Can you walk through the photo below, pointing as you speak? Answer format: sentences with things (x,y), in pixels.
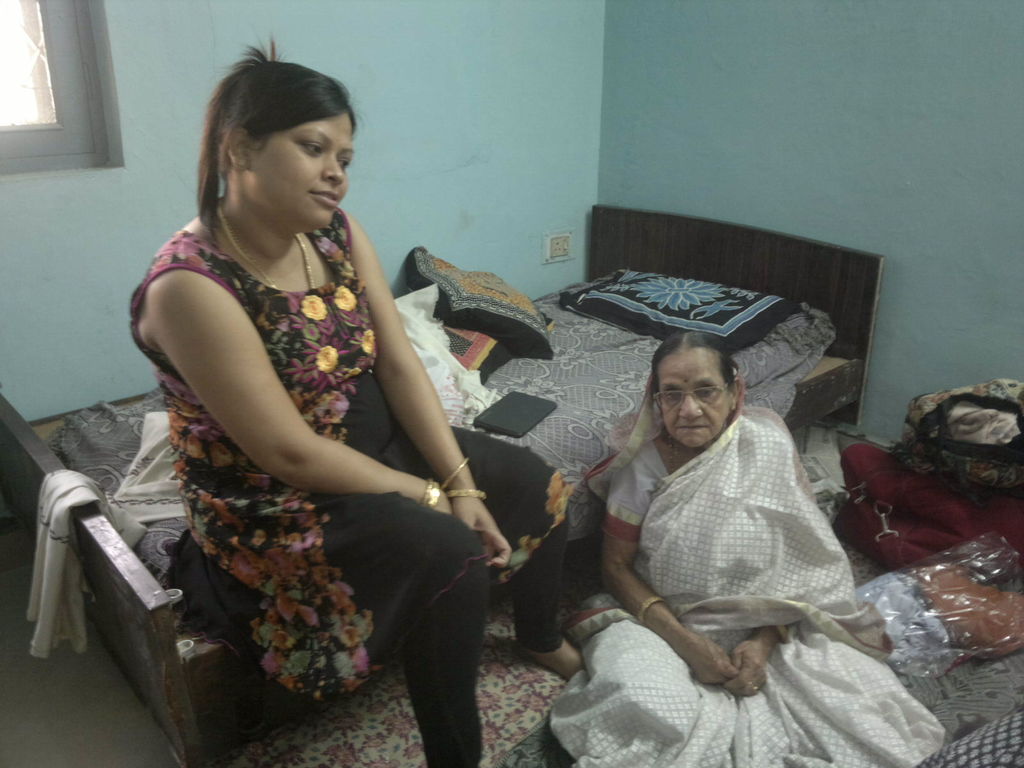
In this picture we can see a woman (600,730) wearing a spectacle (668,403) and sitting. There are a few bags (1019,485) and other objects (933,650) are visible on the ground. We can see a person (307,178), pillows (515,347), white cloth (62,557) and other objects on the bed (594,243). We can see a switch board (569,253) on the wall (537,238). There is a window (83,154) visible in the top left (32,18).
